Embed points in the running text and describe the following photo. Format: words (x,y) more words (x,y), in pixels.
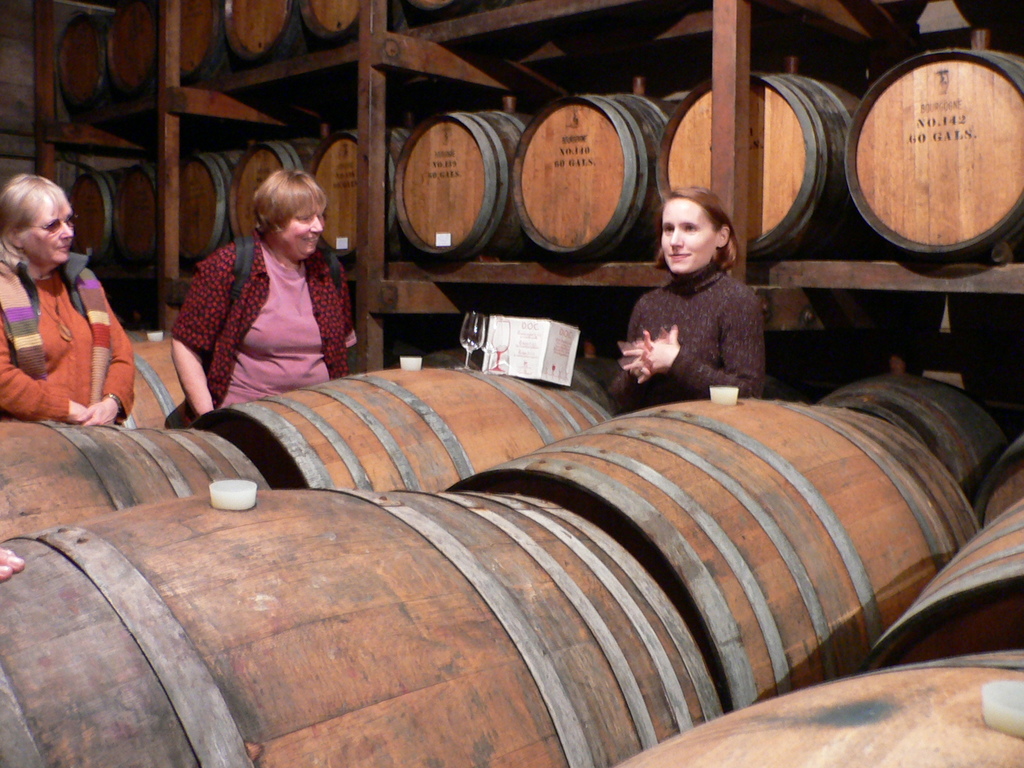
In this picture we can see there are three women (285,257) standing. In front of the women (287,269) there is a wine glass (461,335) and a box (528,369) on the barrel (361,418). On the left side of the women (72,371), we can see the fingers (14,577) of a person (11,562). Behind the women (204,304) there are barrels (420,151) in the racks (728,72).
